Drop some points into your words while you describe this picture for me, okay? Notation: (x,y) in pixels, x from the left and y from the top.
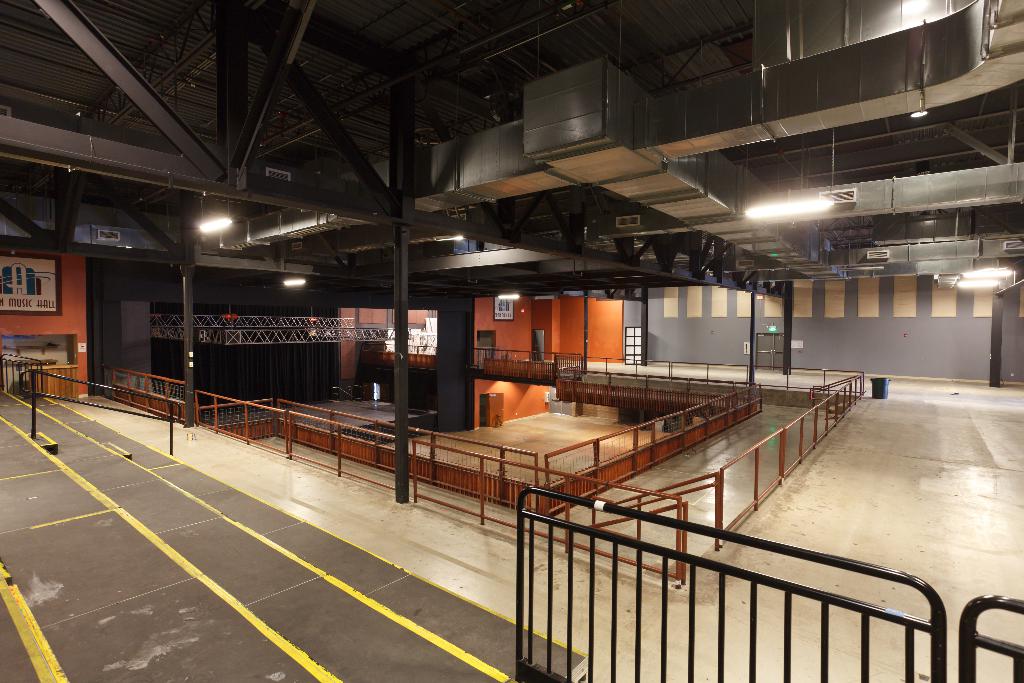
This image is clicked inside a room (478,397). There are railings (569,540) in the room (567,422). To the right (884,384) there is a dustbin (884,395) on the floor (896,392). There are picture frames (7,296) hanging on the wall (528,299). There are lights (755,206) to the ceiling (475,206).
